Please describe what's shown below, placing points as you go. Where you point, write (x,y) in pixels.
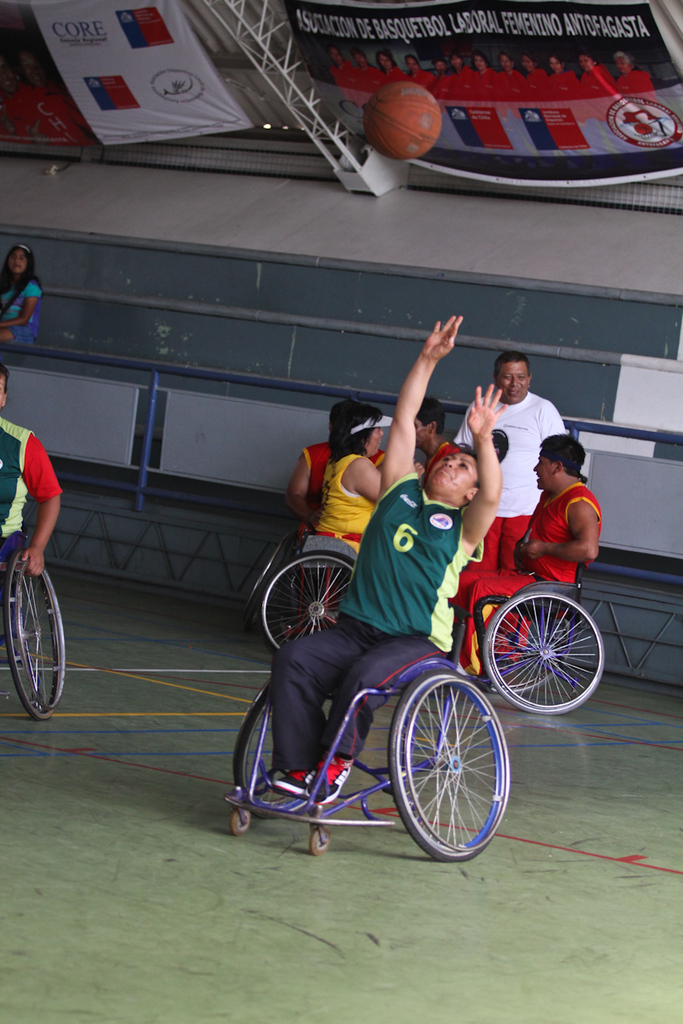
In the center of the image (360,615) there are many persons (377,629) sitting on the wheel chairs (431,760). At the top of the image (645,110) we can see ball (391,143) and posters (424,87). In the background (313,153) we can see stairs (309,351), persons (24,288) and wall (427,239).
